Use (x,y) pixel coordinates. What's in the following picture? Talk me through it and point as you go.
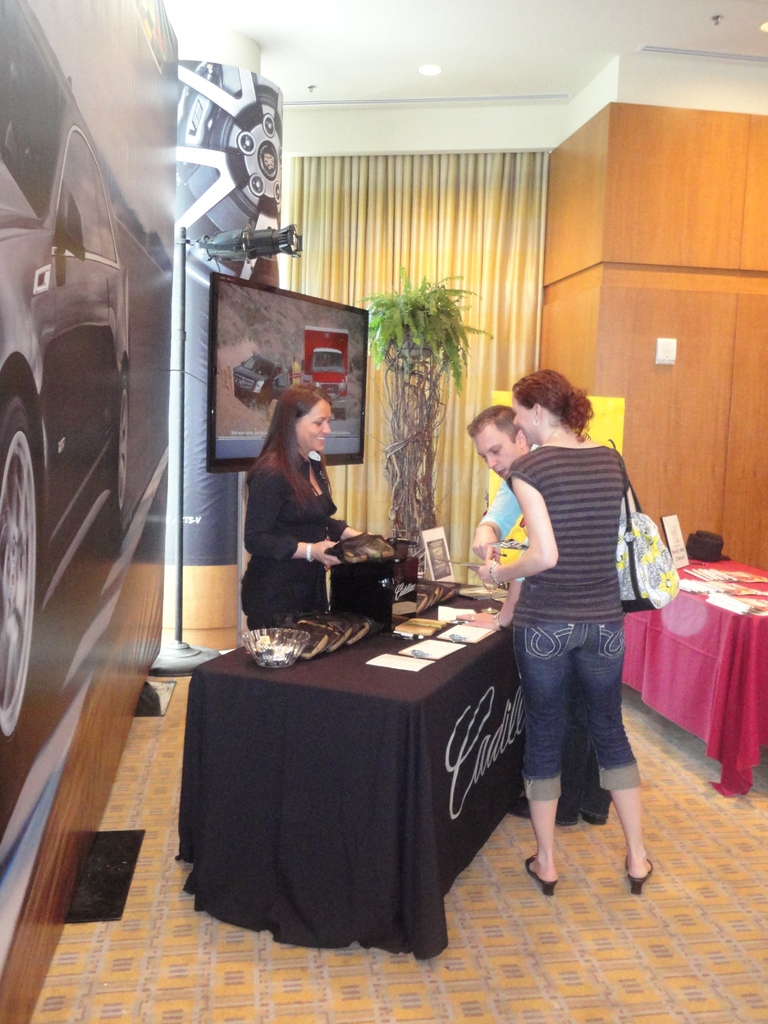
In this image i can see two women (547,517) and a man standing there are few papers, bowls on a table (318,705) at the back ground (312,327) i can see a screen (311,327), curtain (395,261) and a small plant (412,309).
